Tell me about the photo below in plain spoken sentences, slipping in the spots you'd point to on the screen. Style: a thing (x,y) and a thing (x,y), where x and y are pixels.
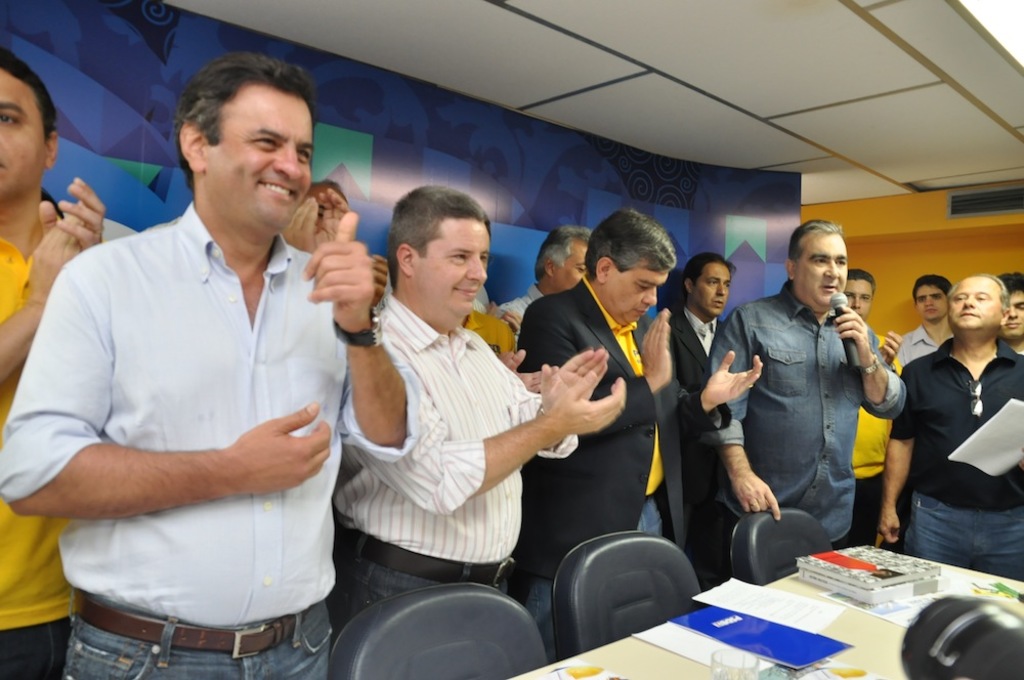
In this picture we can see many people (642,465) are standing and some of them clapping and on the right side (979,534) one person (915,398) holding a paper (991,453).
